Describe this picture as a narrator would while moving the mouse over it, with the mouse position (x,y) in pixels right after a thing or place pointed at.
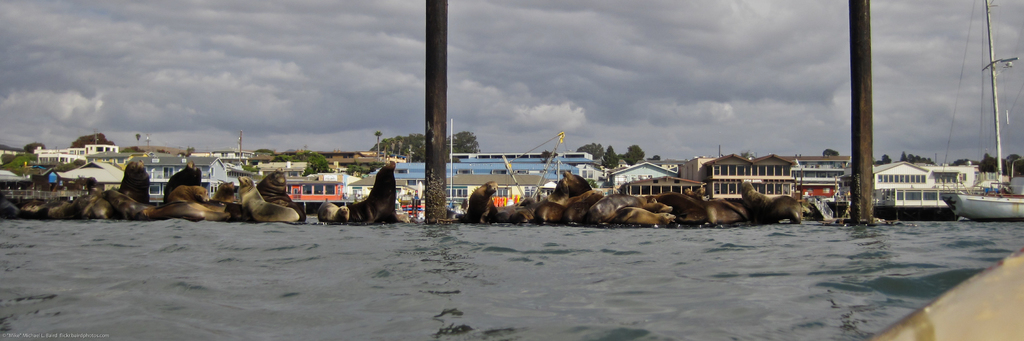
In this picture I can see many sea lions (180,192) on the water (1008,233), beside that I can see the poles (438,201). On the right (1005,218) I can see the boats (946,202) on the water (869,242). In the background (128,162) I can see the building (402,173), electric poles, wires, trees (590,151), tower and other objects (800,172). At the top (669,53) I can see the sky (615,51) and clouds (560,84).
